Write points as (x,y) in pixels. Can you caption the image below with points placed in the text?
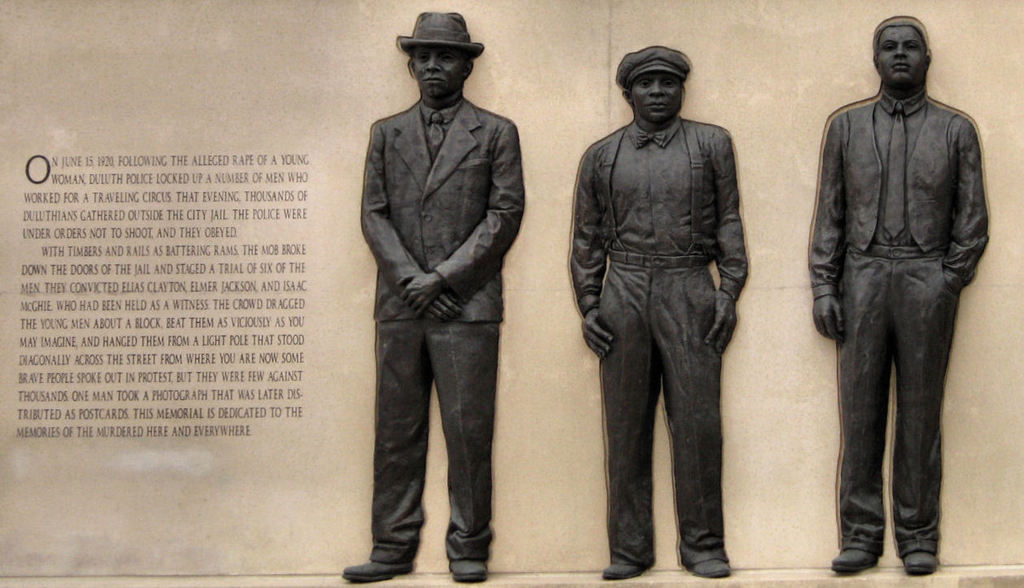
Here we can see three statues (513,223) of men (454,502) standing on the platform (781,587) and on the left (231,255) there is a text (151,255) written on the wall (245,81).
